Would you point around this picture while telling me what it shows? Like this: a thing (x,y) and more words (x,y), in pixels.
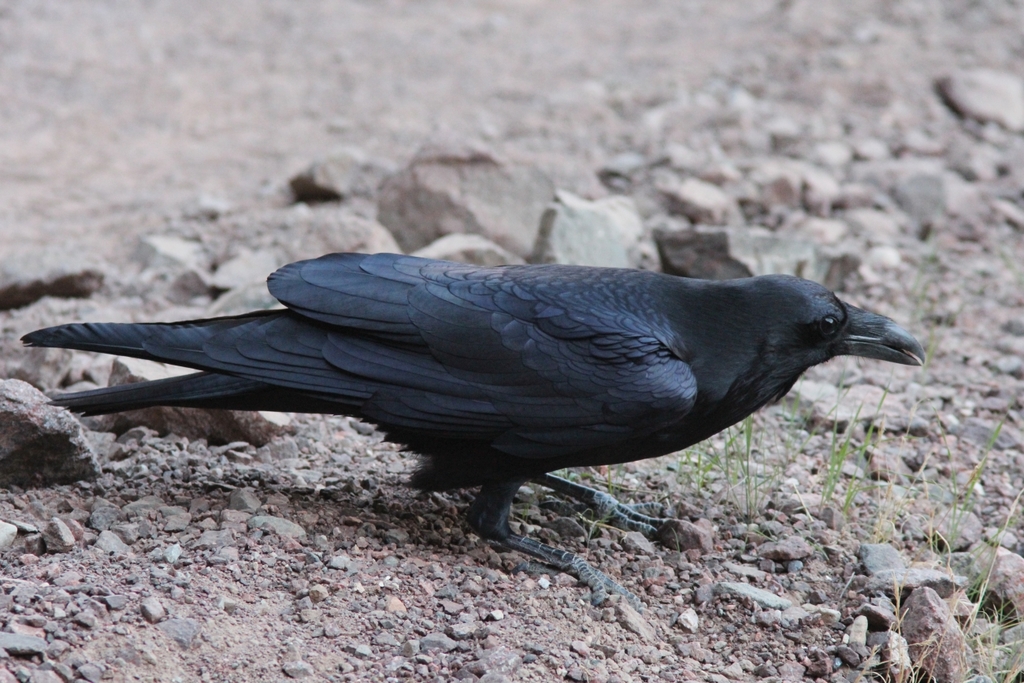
In this image I can see a bird (802,294) which is in black color. Background I can see few stones (681,219).
